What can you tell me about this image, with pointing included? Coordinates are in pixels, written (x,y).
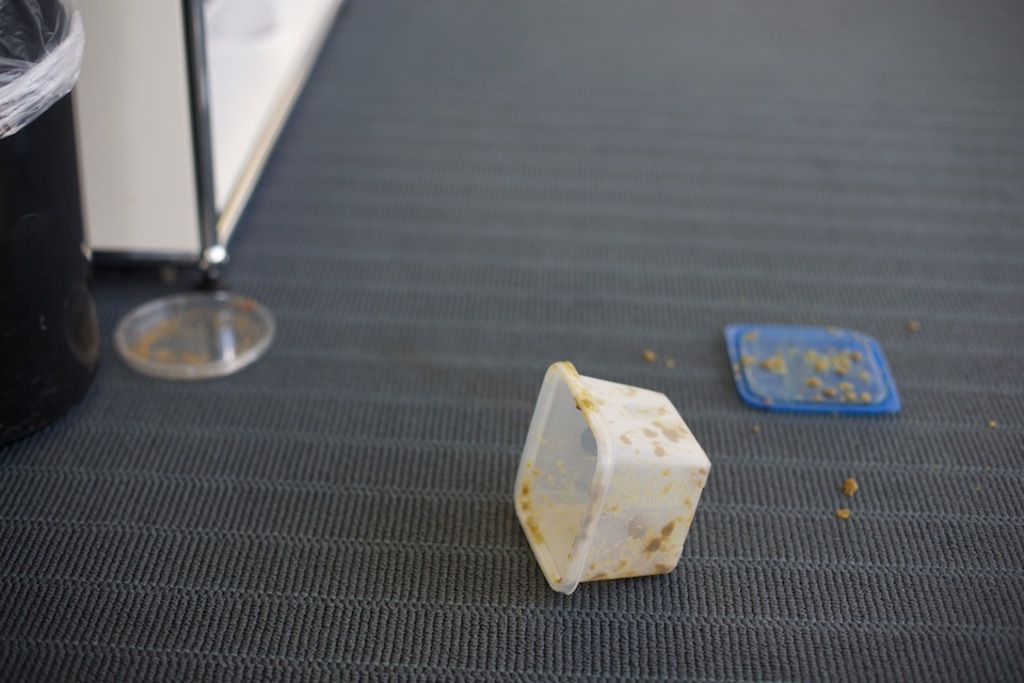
In this picture we can see a dustbin (41,65), box (524,446), lids (154,362) and an object (124,84) on the surface (420,176).
